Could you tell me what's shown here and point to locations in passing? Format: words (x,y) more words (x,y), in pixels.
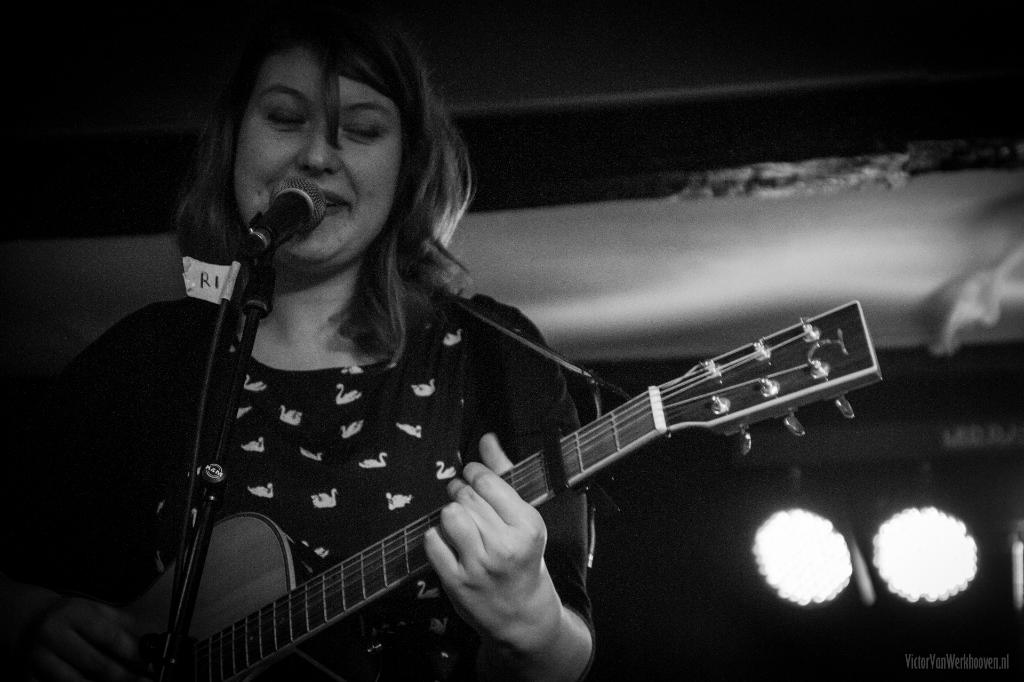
It is a black and white picture where woman (186,352) is standing and playing a guitar (283,573) in front of a microphone (300,226), behind her there are lights (780,567).
